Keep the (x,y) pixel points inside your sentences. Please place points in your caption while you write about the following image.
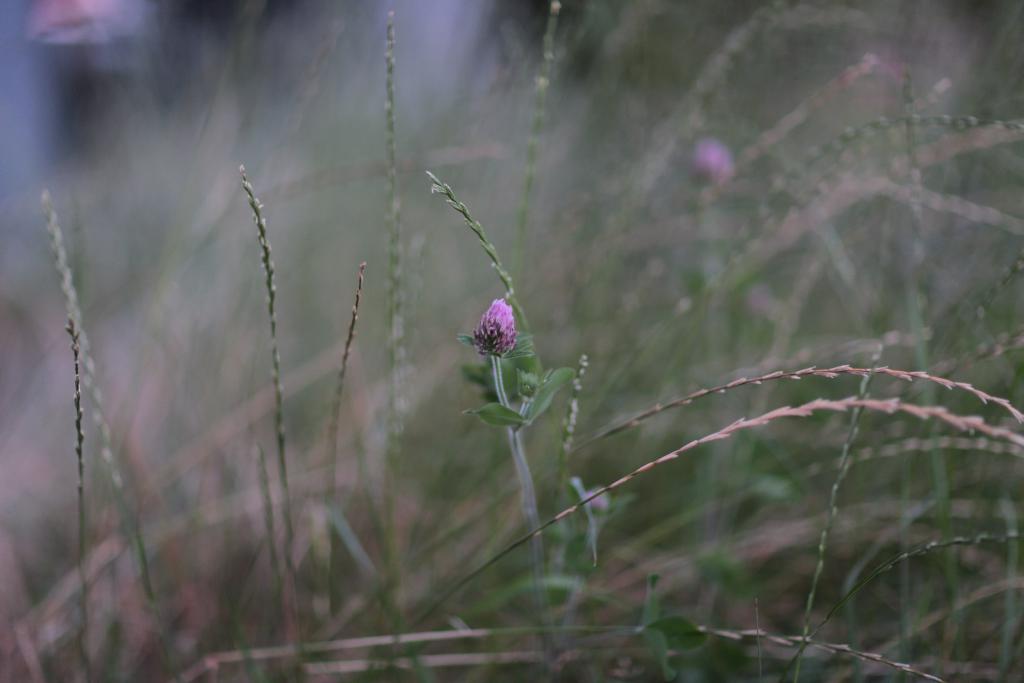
In this picture we can see plants (521,317) and flower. In the background of the image (563,274) it is blurry.
